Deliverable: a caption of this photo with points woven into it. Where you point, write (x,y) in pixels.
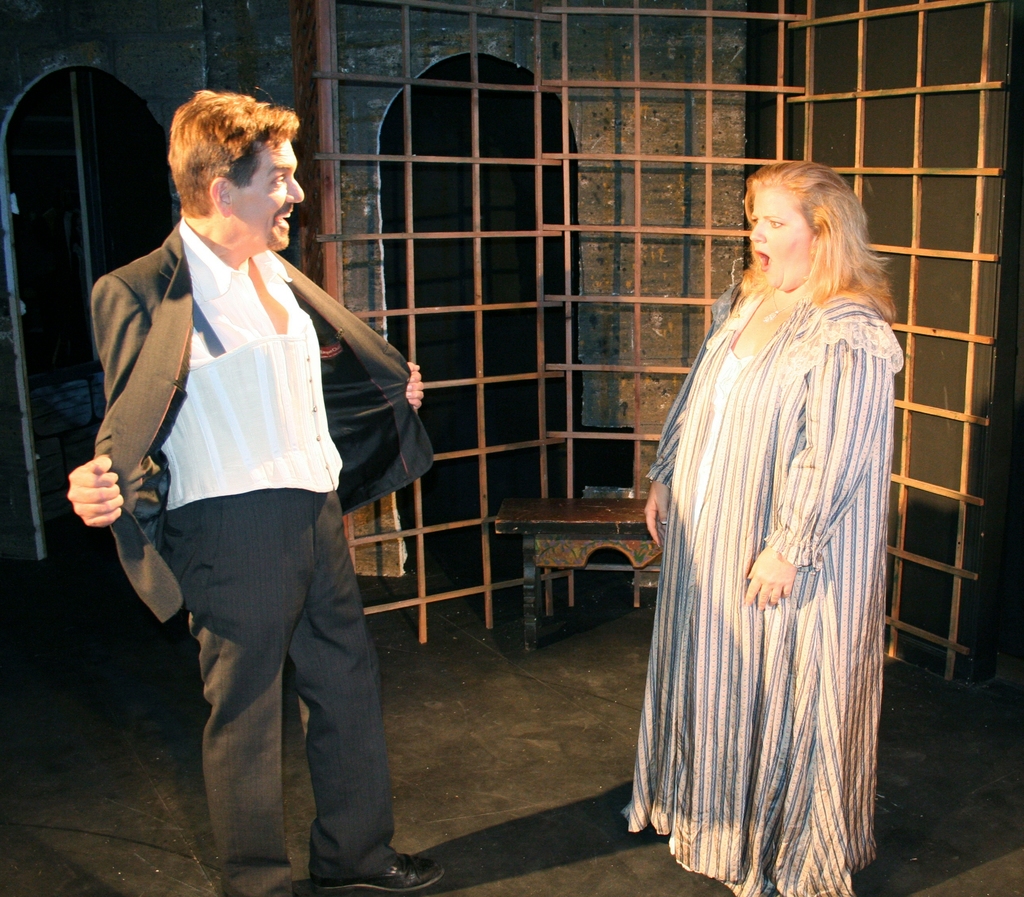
In this image we can see two persons (370,487) standing on the floor (503,610), there is a bench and the grill (546,577), in the background (161,96) it looks like a building (161,96).
